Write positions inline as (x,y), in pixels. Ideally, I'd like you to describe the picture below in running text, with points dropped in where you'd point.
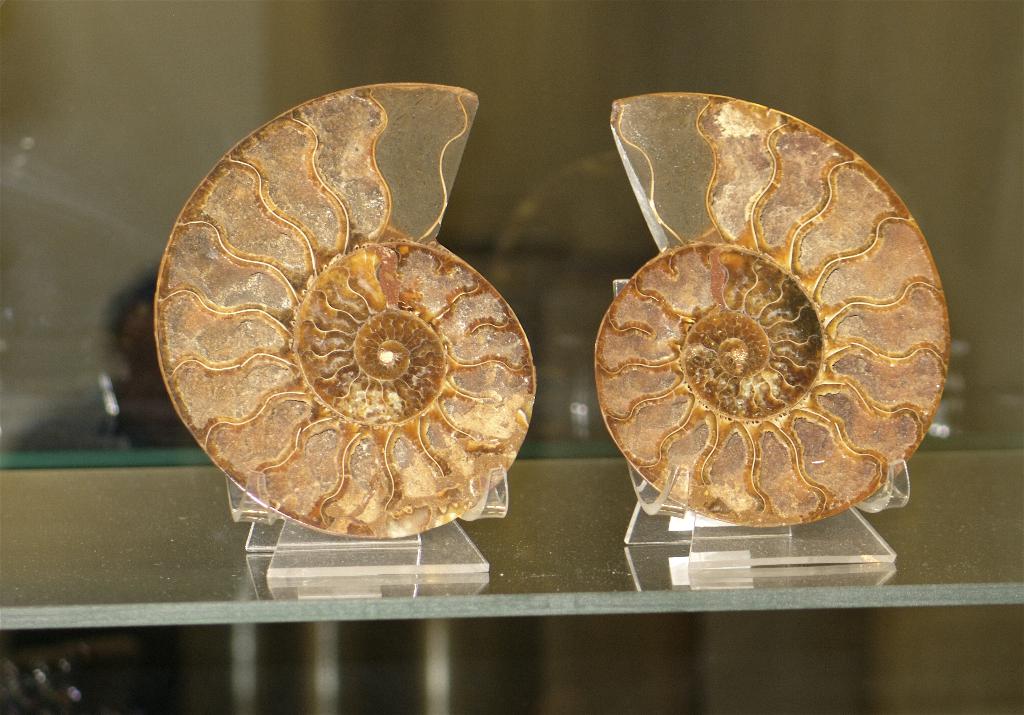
In this picture we can see two fossil halves (766,165) placed on a rack (65,584) and in the background (178,440) we can see a person (125,318) and it is blurry.
